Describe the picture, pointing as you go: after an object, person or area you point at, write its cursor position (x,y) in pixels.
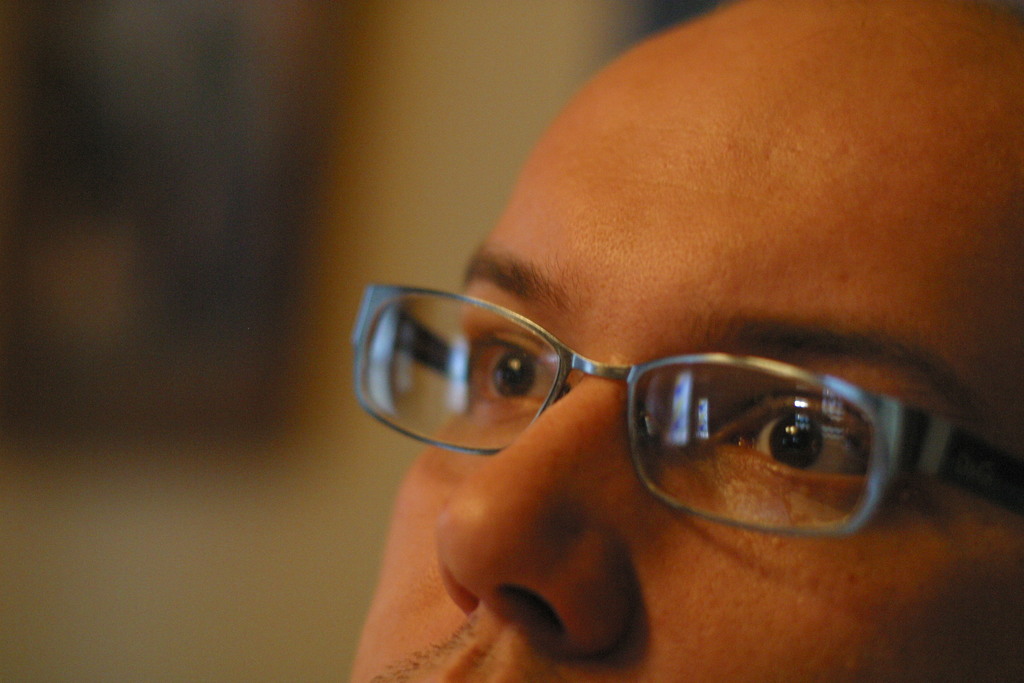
In the image we can see a man (842,283) wearing spectacles (704,380) and the background (116,230) is blurred.
